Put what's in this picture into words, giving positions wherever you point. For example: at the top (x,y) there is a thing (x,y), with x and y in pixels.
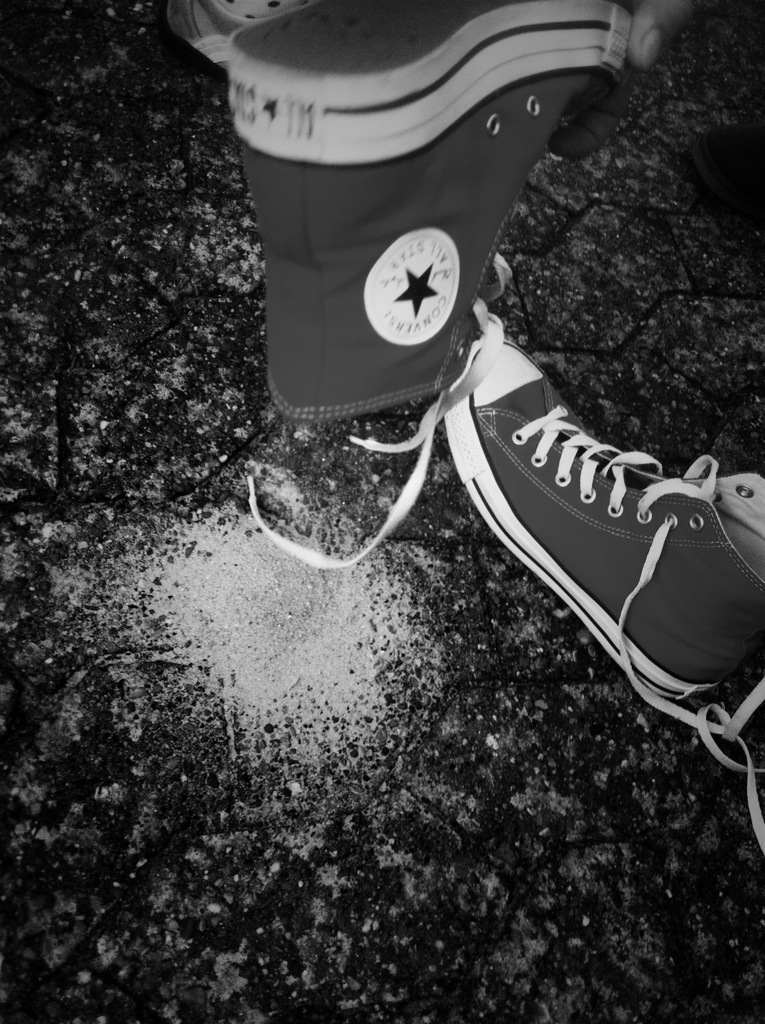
It is a black and white picture, there are two shoes (475,441) in the image.
